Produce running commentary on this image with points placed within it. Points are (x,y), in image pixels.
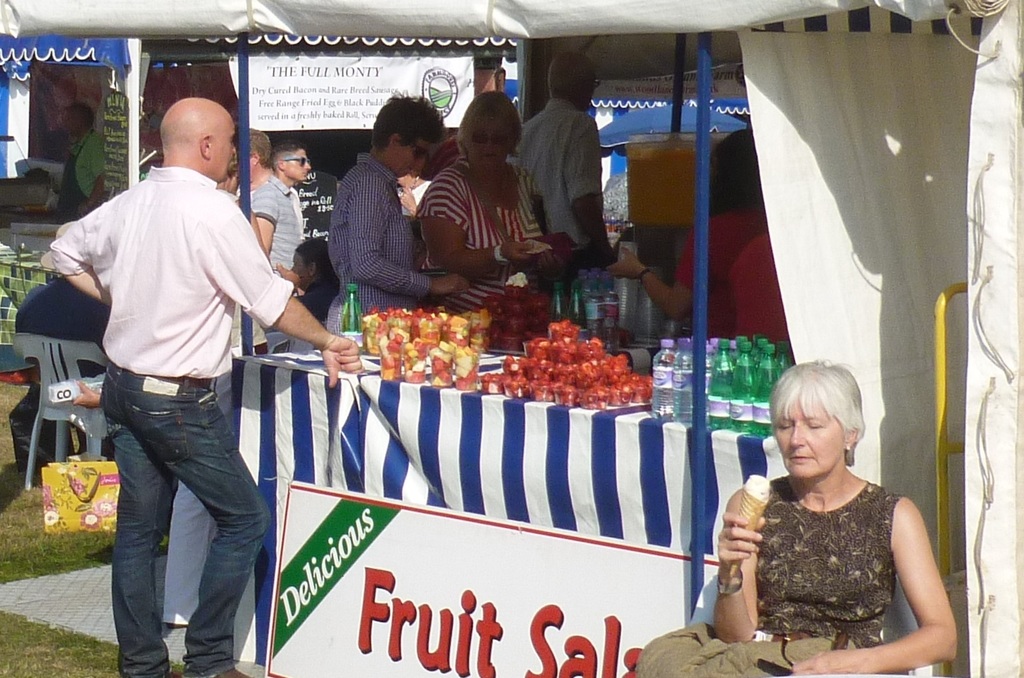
In this picture we can see a group of people (114,599), here we can see a name board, bottles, poles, tent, fruits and few more objects (645,512).
